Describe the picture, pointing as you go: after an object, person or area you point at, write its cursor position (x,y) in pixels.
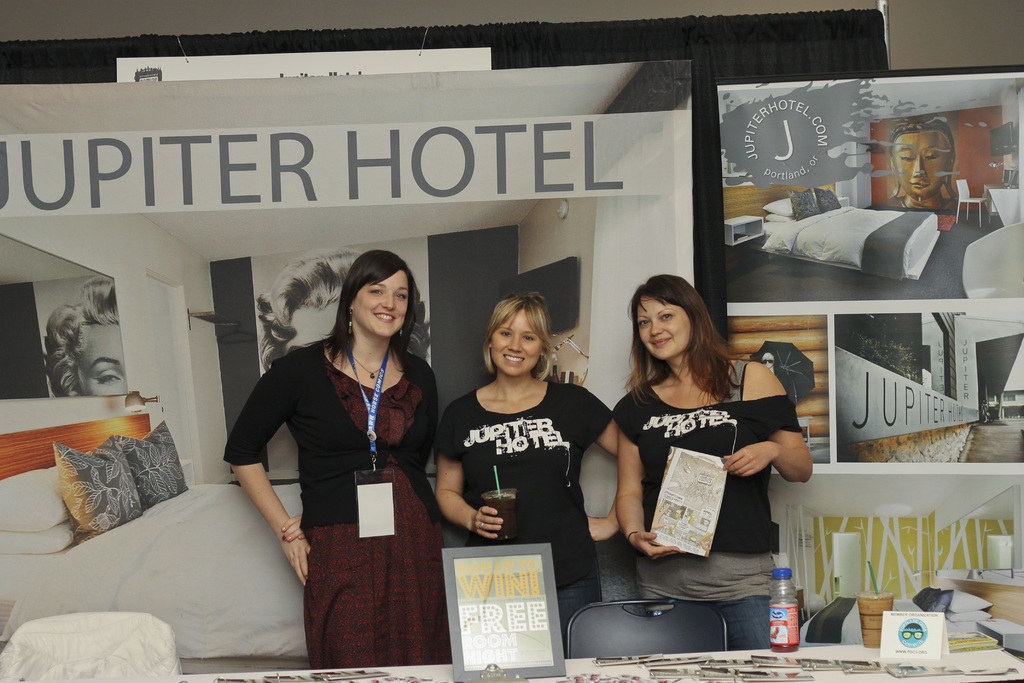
In the center of the image (389,319) there are three ladies (420,519) standing and smiling. The lady (555,514) standing in the center (507,430) is holding a glass (498,502) in her hand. The lady (734,517) on the right (697,523) is holding a paper (677,501) in her hand (731,467), before them there is a table (444,672) and we can see a board (459,669), bottle (776,642), glass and some things (686,666) placed on the table (608,667). In the background (199,660) we can see a banner (176,105), a curtain (736,58) and a wall (942,42).
